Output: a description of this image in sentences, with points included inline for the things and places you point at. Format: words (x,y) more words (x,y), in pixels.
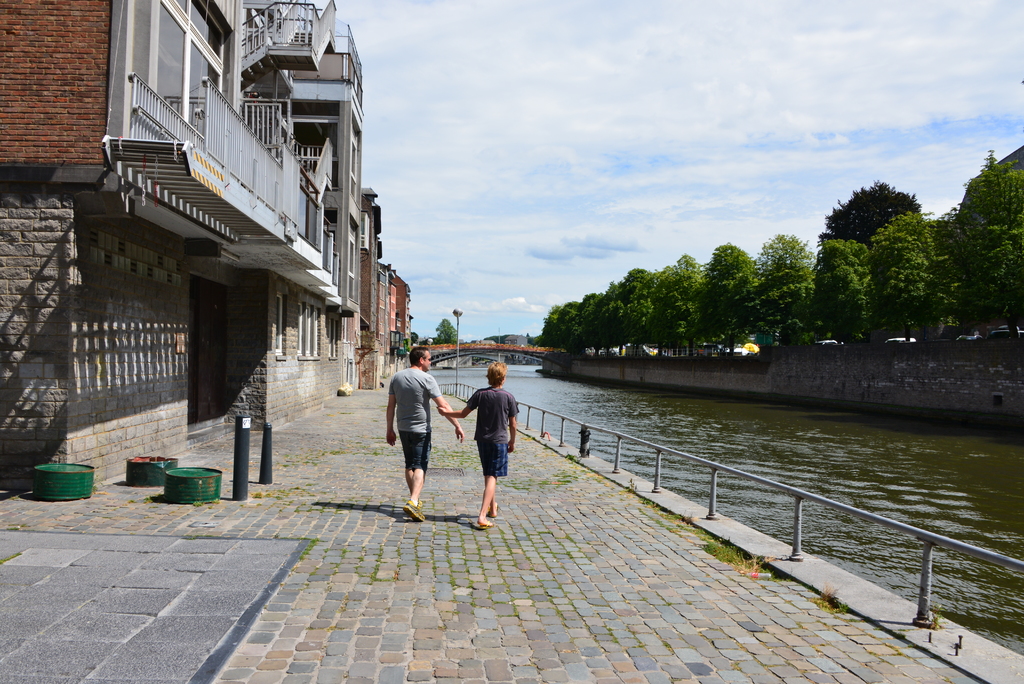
In this picture we can see there are two people (410,438) walking on the walkway (404,469). In front of the people (458,412) there are iron grilles (563,413), a pole (458,334), a river (528,380), bridge (500,356), trees (554,325) and the sky (539,207). On the left side of the people (421,454) there are buildings (103,465) and those are looking like pillars (238,460) and steel drums (176,460).
